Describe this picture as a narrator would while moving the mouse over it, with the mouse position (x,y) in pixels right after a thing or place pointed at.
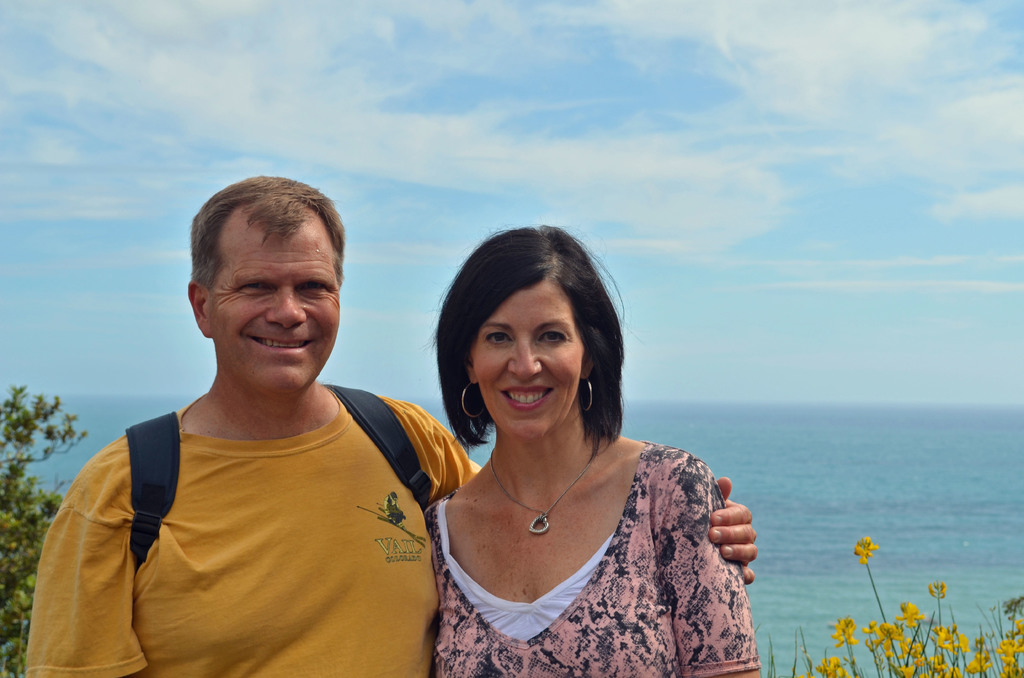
In this image we can see a person (257,586) wearing yellow color T-shirt (233,468) and backpack (151,510) and a woman (477,575), are smiling. In the background (790,591), we can see flowers (966,640), trees (55,490), water (66,411) and sky (755,123) with clouds (774,130).
